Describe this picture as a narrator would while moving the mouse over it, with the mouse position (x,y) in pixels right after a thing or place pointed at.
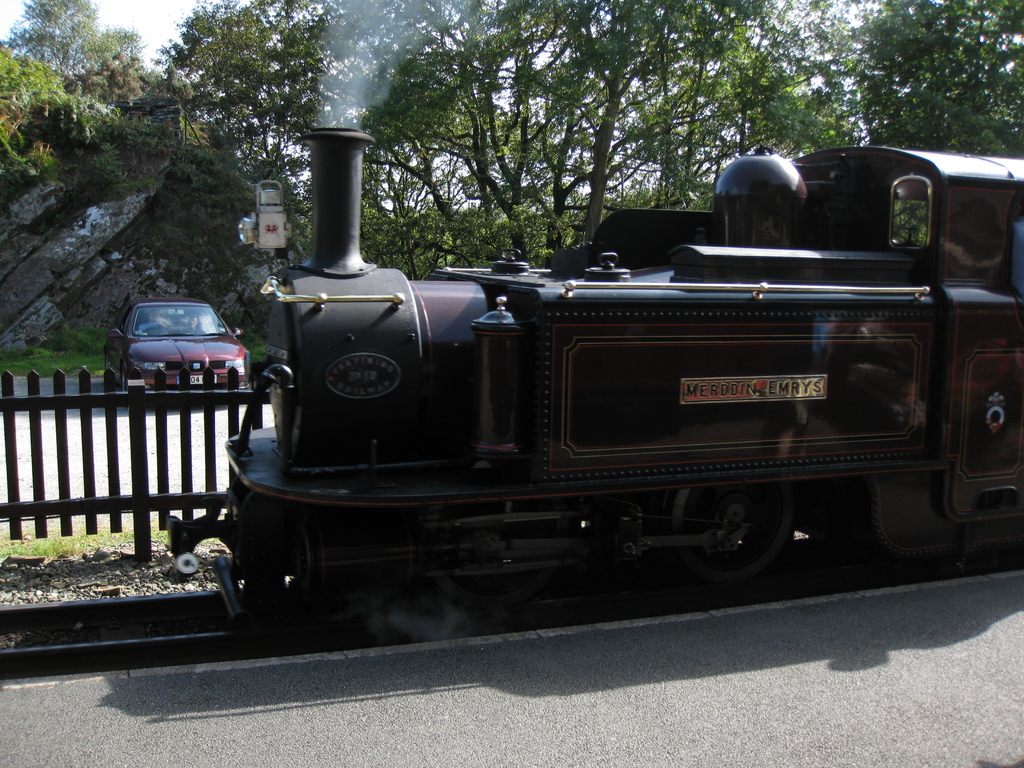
In the middle (539,414) it is a train (377,446), in the left side (182,354) dark red color car (175,342) is parked on the road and there are green trees (419,160) in the back side of an image (603,119).
